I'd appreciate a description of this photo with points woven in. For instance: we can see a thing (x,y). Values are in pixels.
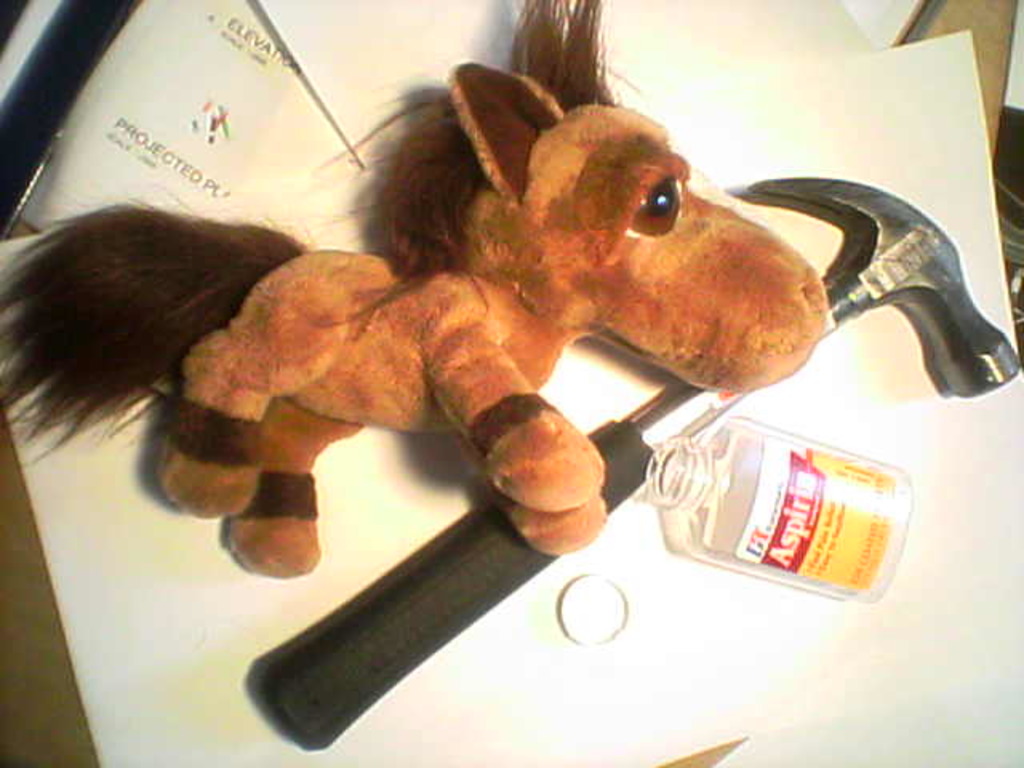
In this image, there is a horse doll (710,253) which is colored brown. There is a nail puller (641,456) and bottle (787,466) beside this horse (345,291).
